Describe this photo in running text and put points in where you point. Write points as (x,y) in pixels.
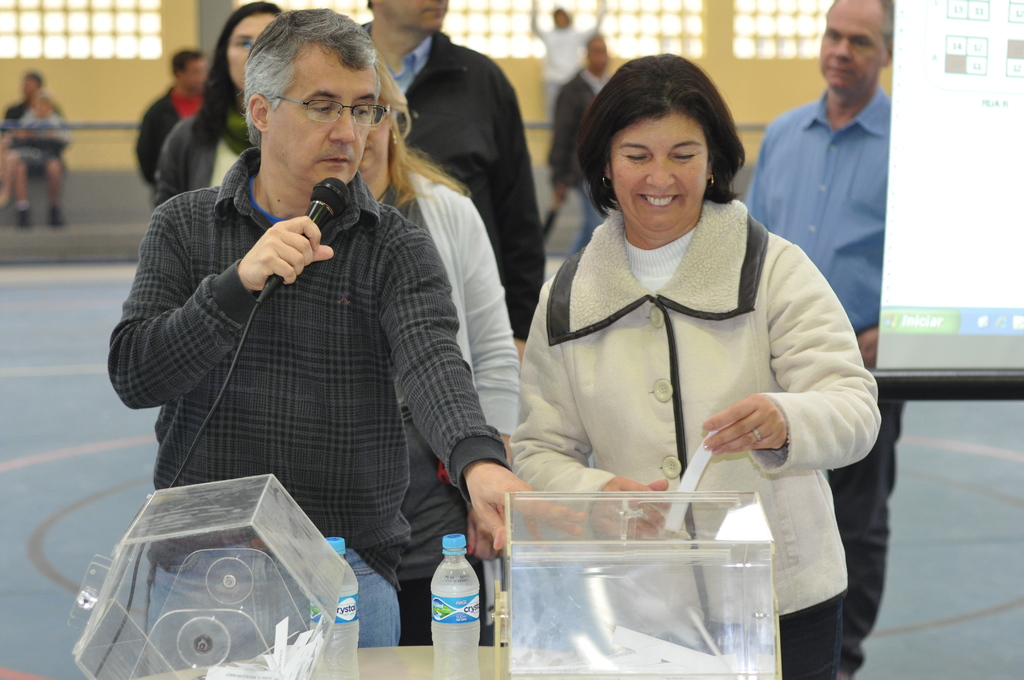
in this image in the foreground (433,369) there is one man (411,345) and woman (653,439) who are standing and a man (362,334) is holding a mike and woman (615,470) is holding some papers (673,512). At the bottom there is a table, on the table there are some bottles (467,620) and glass boxes (273,598). In that boxes (265,598) there are some papers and in the background (448,91) there are some people (500,116) who are standing and some of them are sitting, and there is a wall (64,115) and some windows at the bottom (930,567) there is a floor (957,544).
